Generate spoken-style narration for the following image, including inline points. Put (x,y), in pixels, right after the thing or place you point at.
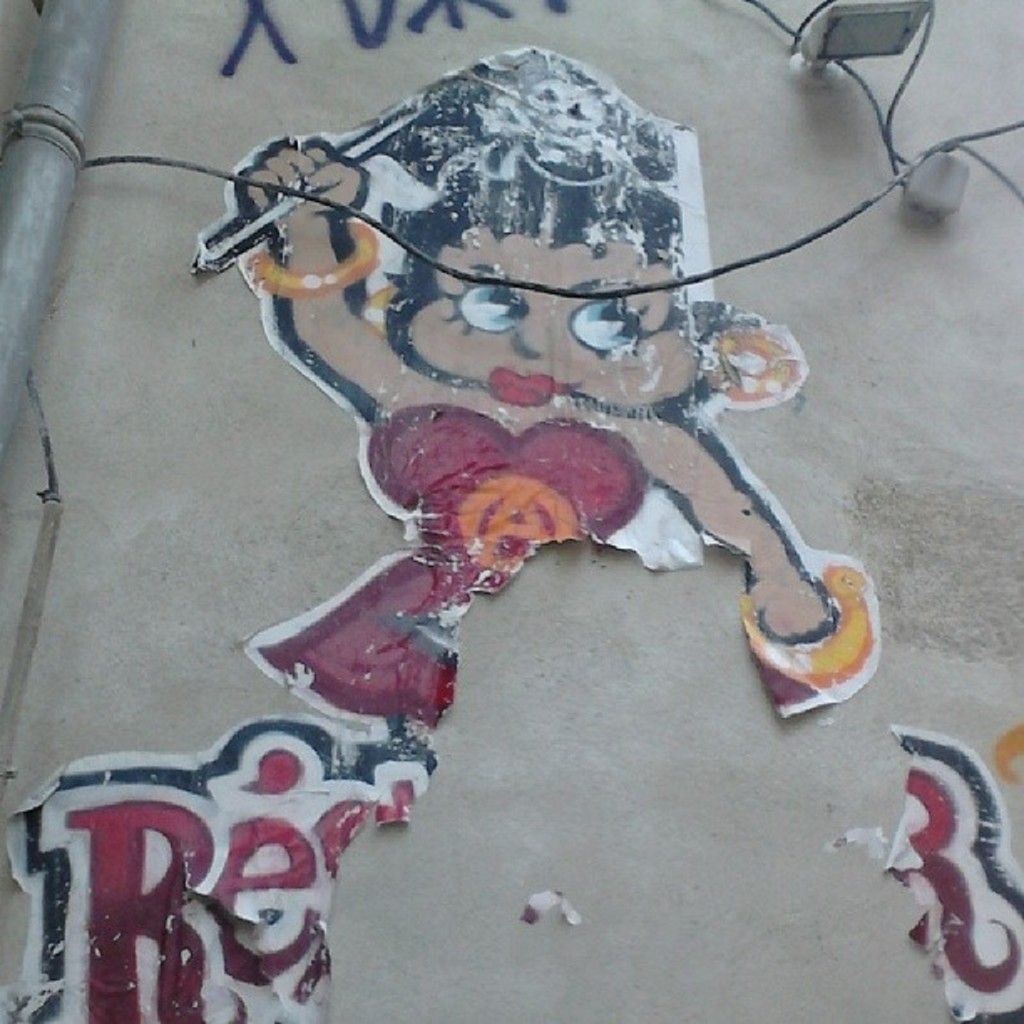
In this image, we can see the wall (397,50) with some posters (539,525), text (480,7) and some objects (822,32). We can also see the pole (65,131) and some wires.
